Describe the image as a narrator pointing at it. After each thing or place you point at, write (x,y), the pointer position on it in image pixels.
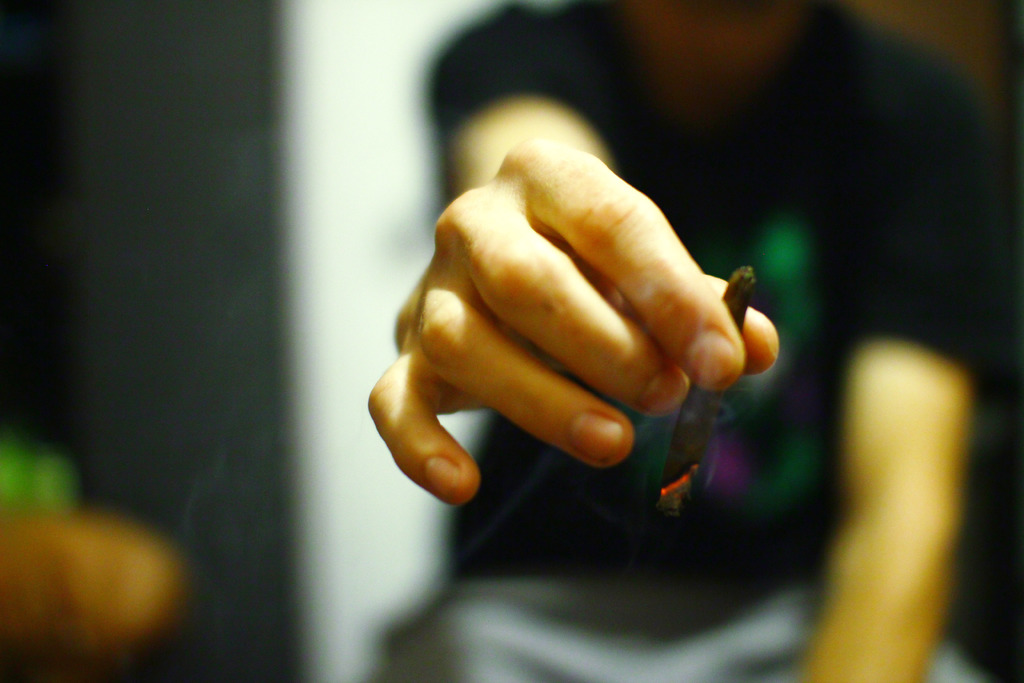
In this image we can see a person (684,278) holding a cigarette (693,419), and the background is blurred.
